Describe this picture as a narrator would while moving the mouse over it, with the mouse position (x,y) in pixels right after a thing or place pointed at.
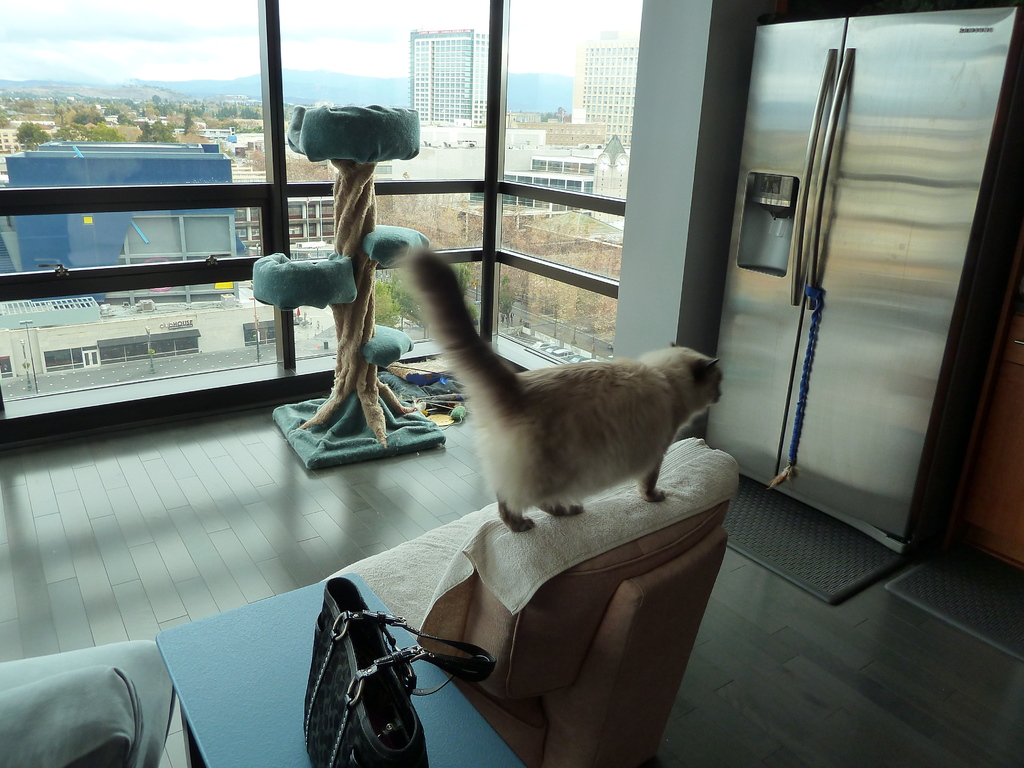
In this picture we can see a cat (564,497) and towel (618,500) on a brown object (537,741). We can see a bag (416,757) on a table (159,648). There is a white object (157,763) visible on the left side (132,723). We can see a refrigerator (735,353) on the right side (801,262). There is a rope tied to a door handle (834,171) of a refrigerator (825,404). We can see door mats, decorative item (338,430) and other objects (409,382) on the ground (353,470). There are glass objects (258,343). Through these glass objects (404,76), we can see a few buildings (563,171), trees (258,154) and mountains (549,78) in the background (460,90).
